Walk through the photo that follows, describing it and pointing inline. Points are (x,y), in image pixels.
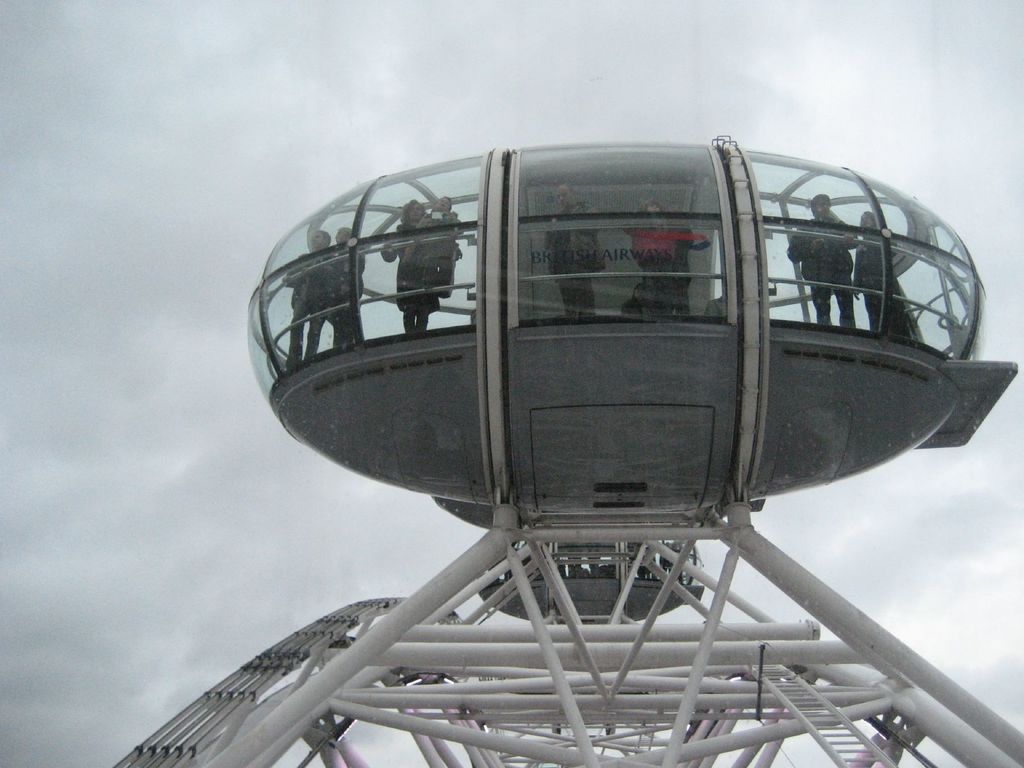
In this image I can see a device (601,435) which is looking like a space machine (511,483). Inside this few people (427,282) are standing. In the background (140,205), I can see the sky (125,293).
